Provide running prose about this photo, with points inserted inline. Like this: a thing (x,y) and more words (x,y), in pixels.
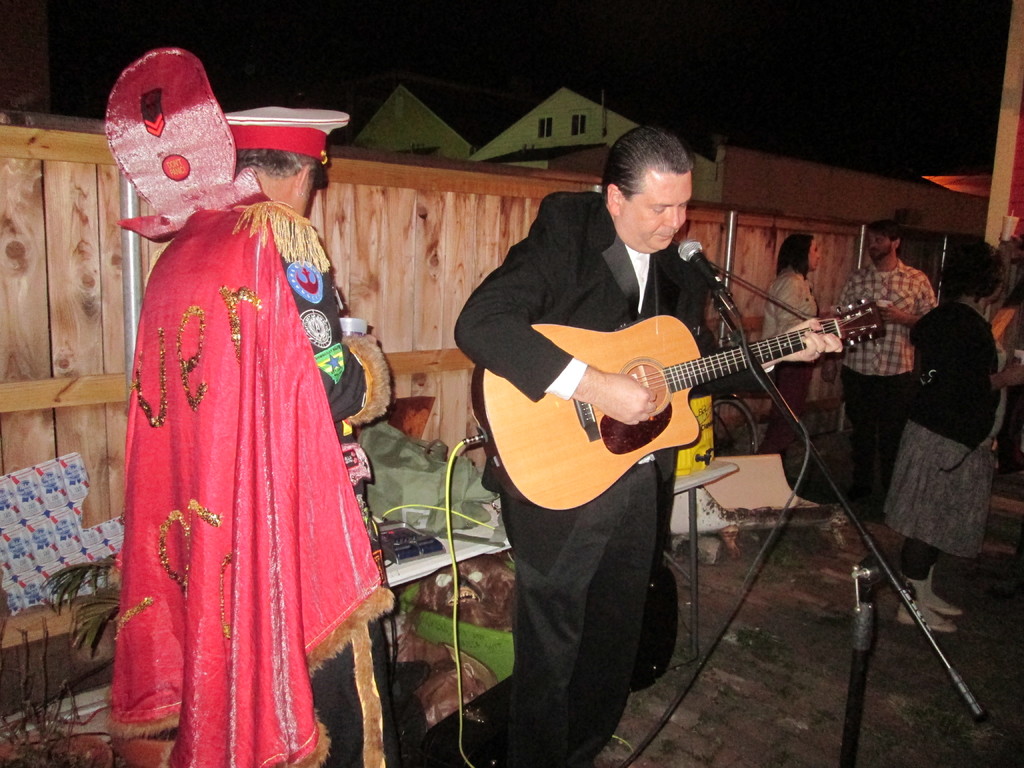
This is the picture taken in the outdoor. The man (508,269) in black blazer (563,254) holding the guitar (589,414) and singing a song in front of the man (689,271) there is a microphone (714,273) with stand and the other man (202,473) in red fancy dress (217,402) standing on the floor (731,716). Background of this people (468,347) is a wooden wall (383,247) and houses (445,142).
